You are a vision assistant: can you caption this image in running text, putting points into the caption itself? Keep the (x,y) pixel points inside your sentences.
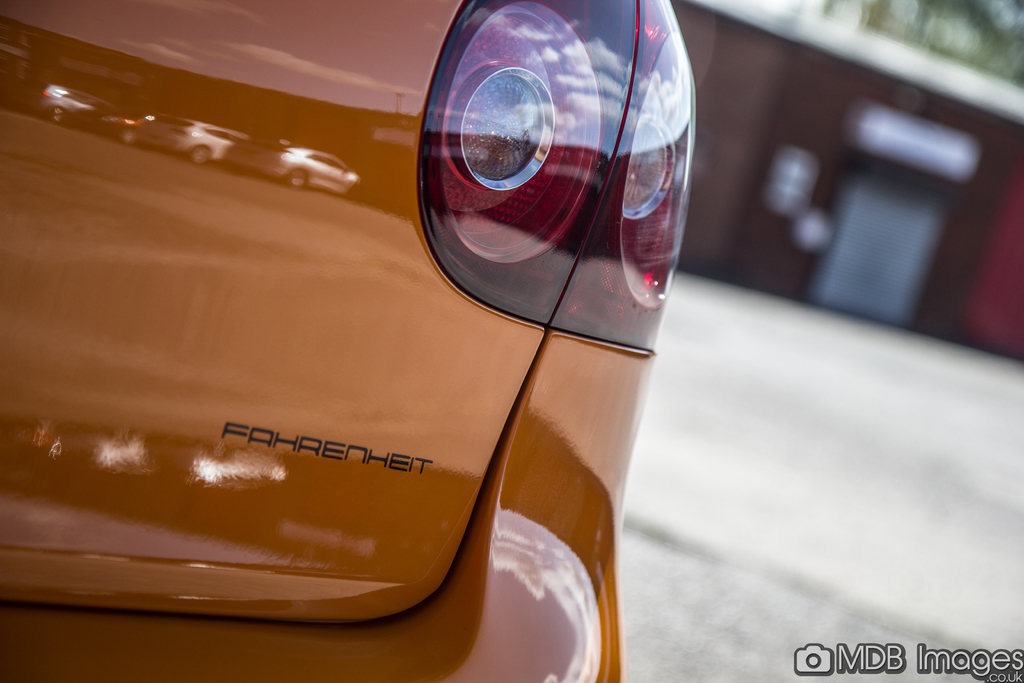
In this picture there is a car (276,350) which is in the center (425,392) and the background (876,188) is blurry.
